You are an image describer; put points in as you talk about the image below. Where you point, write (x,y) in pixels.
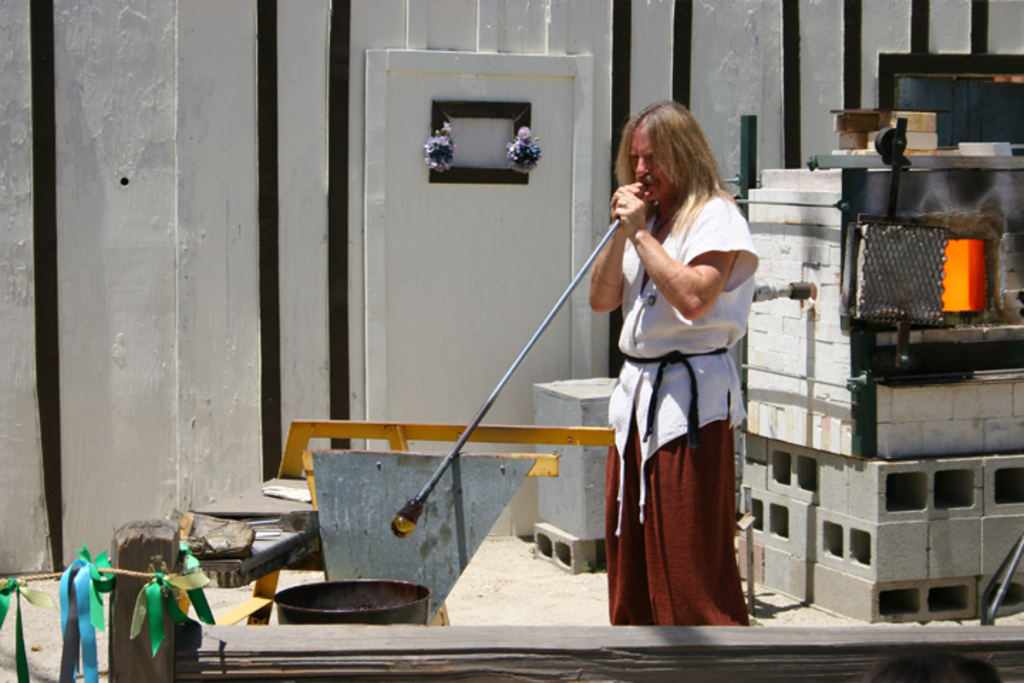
In this picture we can see a person (637,382) and the person (690,496) is holding a metal rod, behind the person (681,391) we can see bricks (833,291).
